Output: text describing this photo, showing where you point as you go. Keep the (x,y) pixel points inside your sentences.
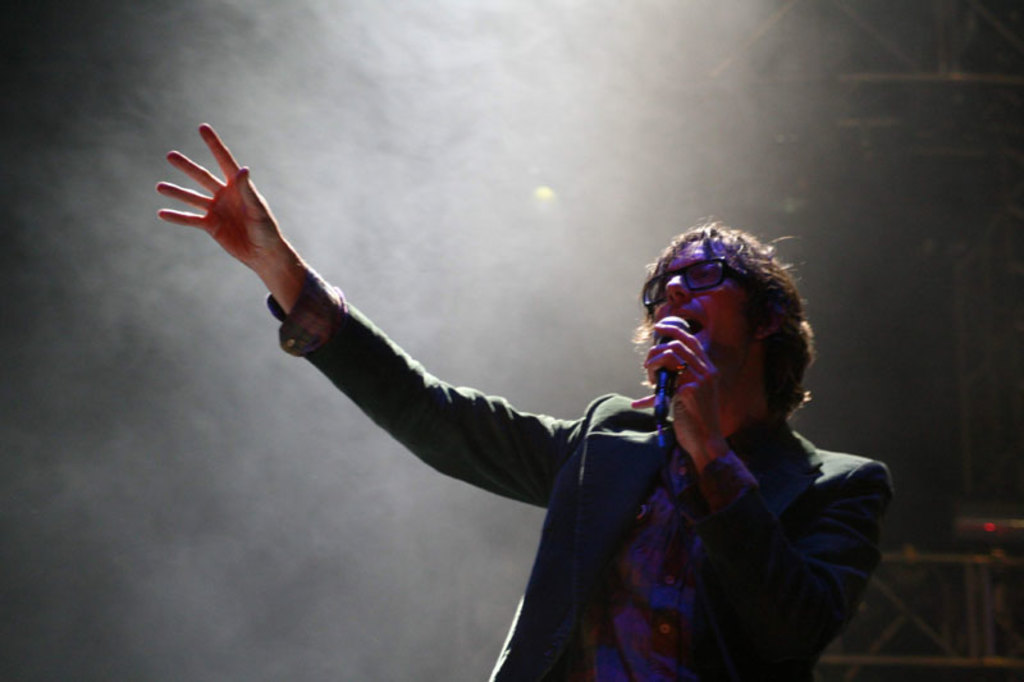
In this image I can see there is a person (643,424) singing and holding a mic (659,393). And at the back (916,622) there is a fence (971,559). And there is a light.
